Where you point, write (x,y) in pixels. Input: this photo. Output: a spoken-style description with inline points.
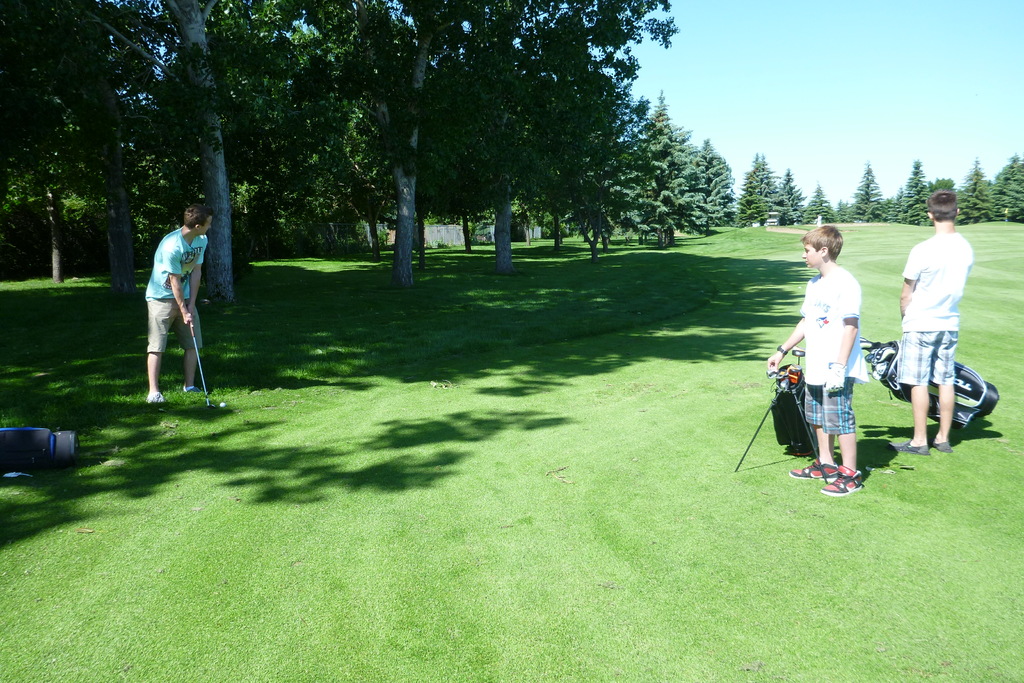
In this picture I can see there is a man (175,328) standing here at left (181,343) and he is holding a golf club (213,402) and there are two kids (931,276) standing at right side (842,340) and they are holding bags (967,395). There are trees (157,177) at left (296,87) and in the backdrop (492,204) and the sky (803,202) is clear.
